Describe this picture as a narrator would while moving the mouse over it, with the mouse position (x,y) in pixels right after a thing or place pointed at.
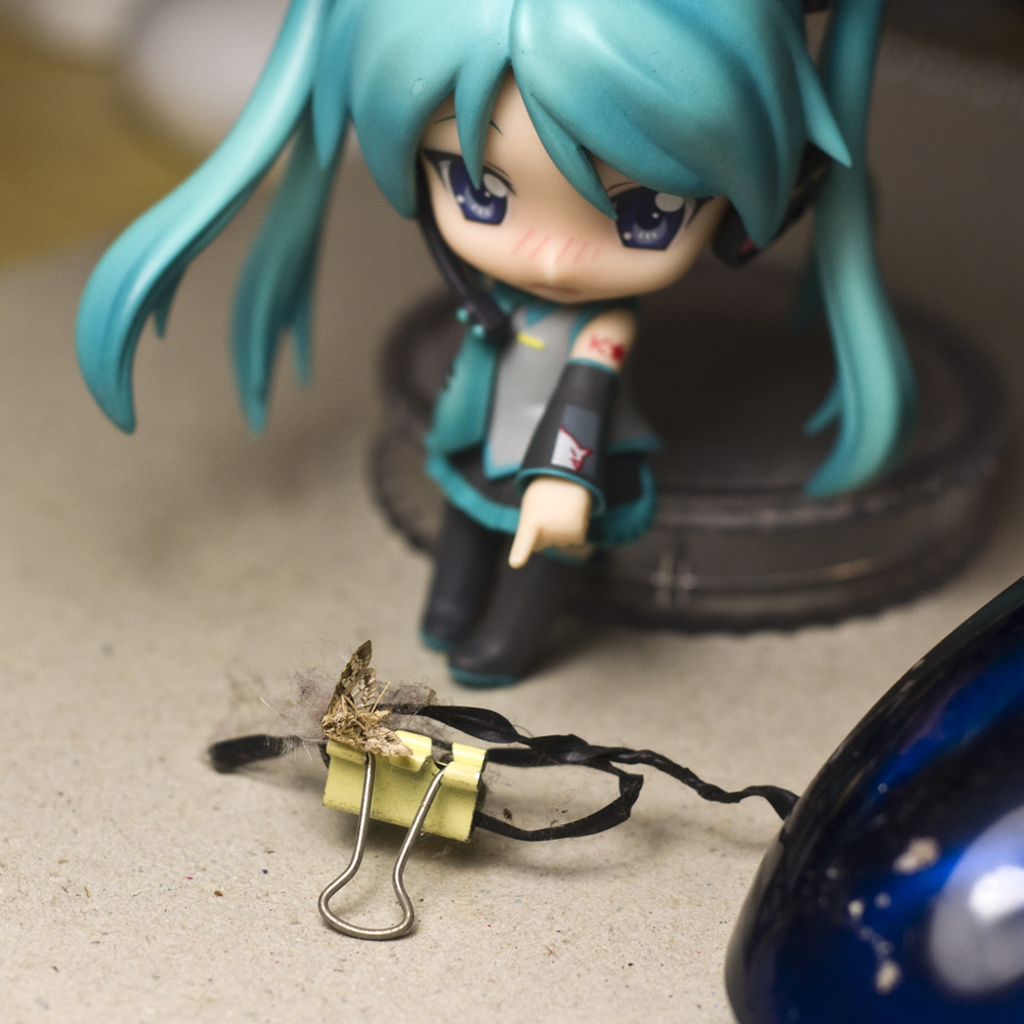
At the bottom of the image (147,864) we can see a table (376,583), on the table (357,889) we can see a clip (398,890) and doll (732,37). Background of the image (1002,11) is blur.
